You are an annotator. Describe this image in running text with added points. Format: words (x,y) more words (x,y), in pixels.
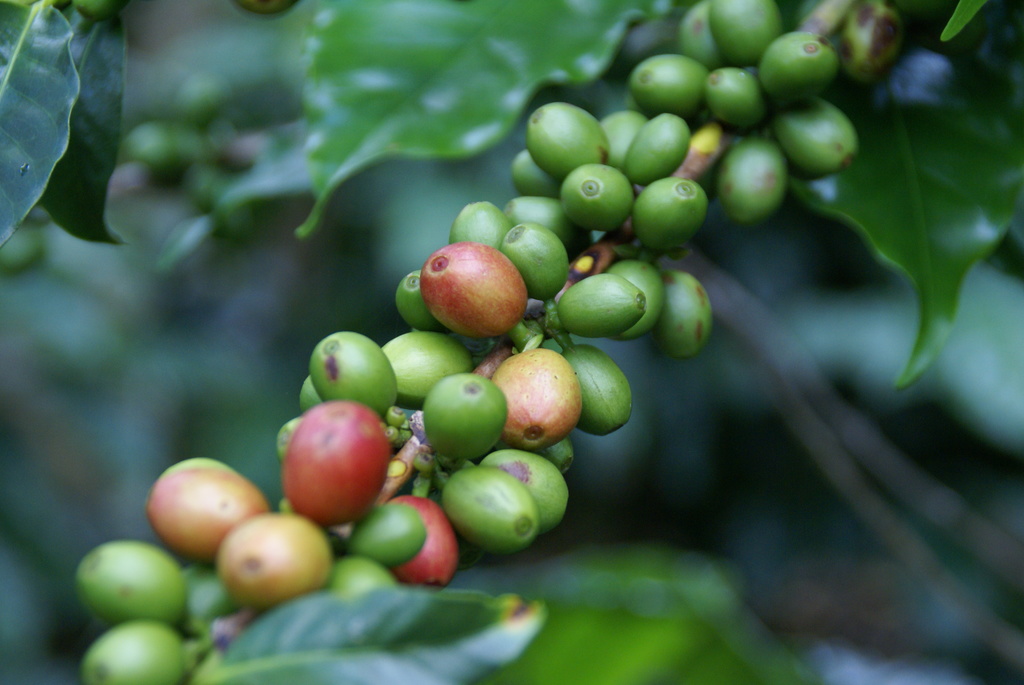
Here we can see coffee beans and green leaves (462,99). In the background (113,464) it is blur.
